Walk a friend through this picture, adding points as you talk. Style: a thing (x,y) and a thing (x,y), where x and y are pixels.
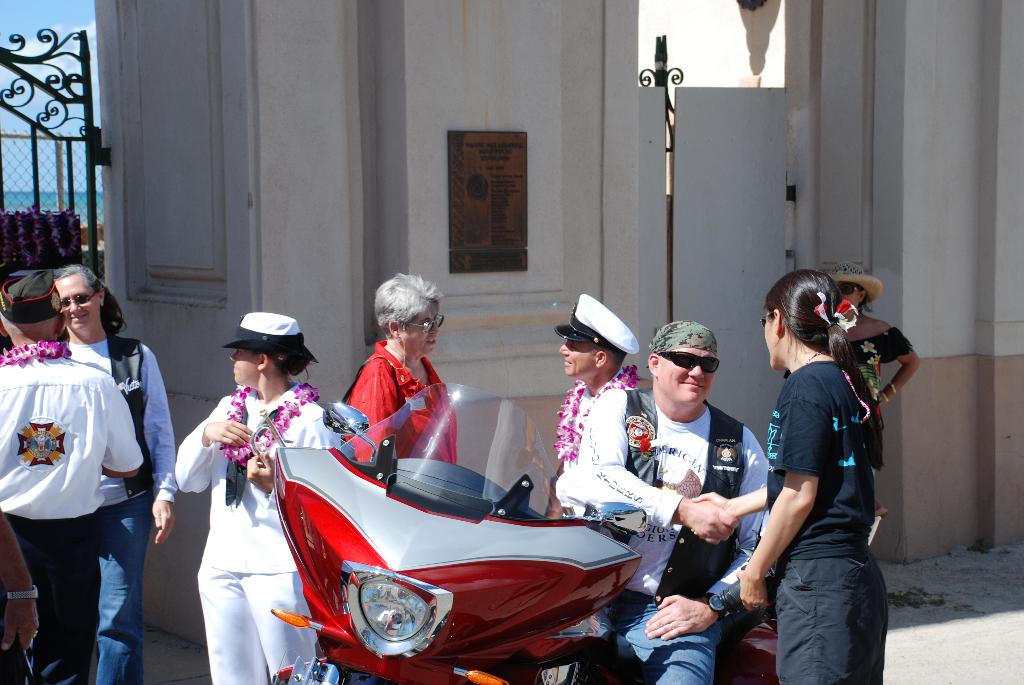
In the picture there is a red color bike (600,637) and a man (659,521) is sitting on the bike (604,572) is giving shake hand (706,501) to the person (728,506) in front of him, there are also other group of people (573,393) are wearing a pink color garland (254,446), in the background (302,279) there is a gate (89,161) and white color wall (623,163).
